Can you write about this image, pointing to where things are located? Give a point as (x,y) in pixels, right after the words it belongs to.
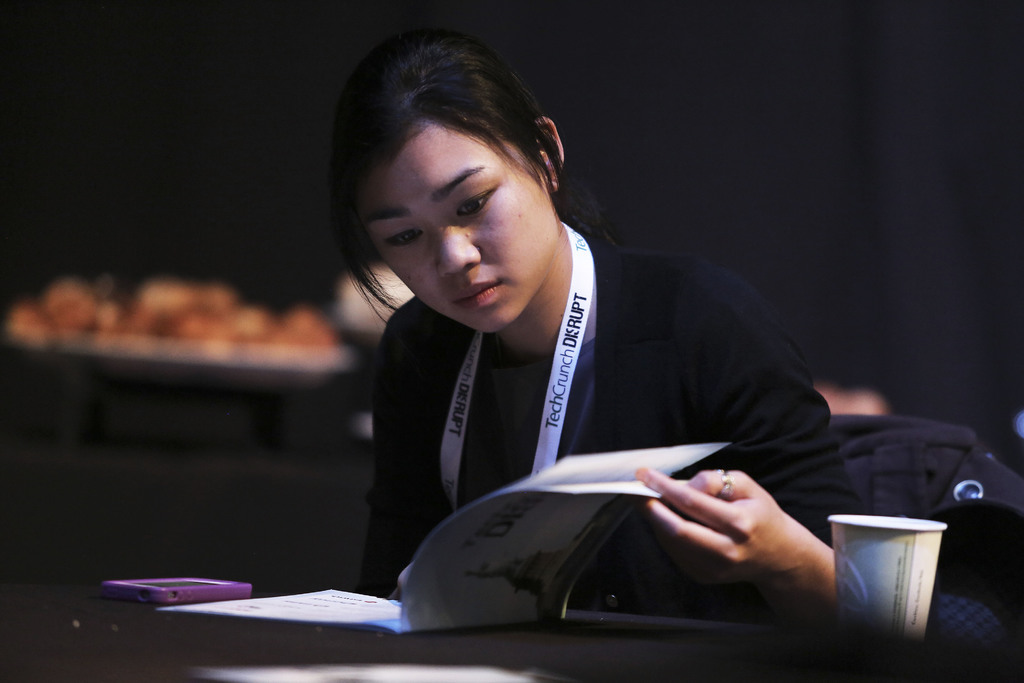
In this picture there is a girl (791,369) in the center of the image (668,405), she is reading a book (531,486) and there is a table (817,651) in front of her on which, there is a cell phone (187,577) and a glass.
